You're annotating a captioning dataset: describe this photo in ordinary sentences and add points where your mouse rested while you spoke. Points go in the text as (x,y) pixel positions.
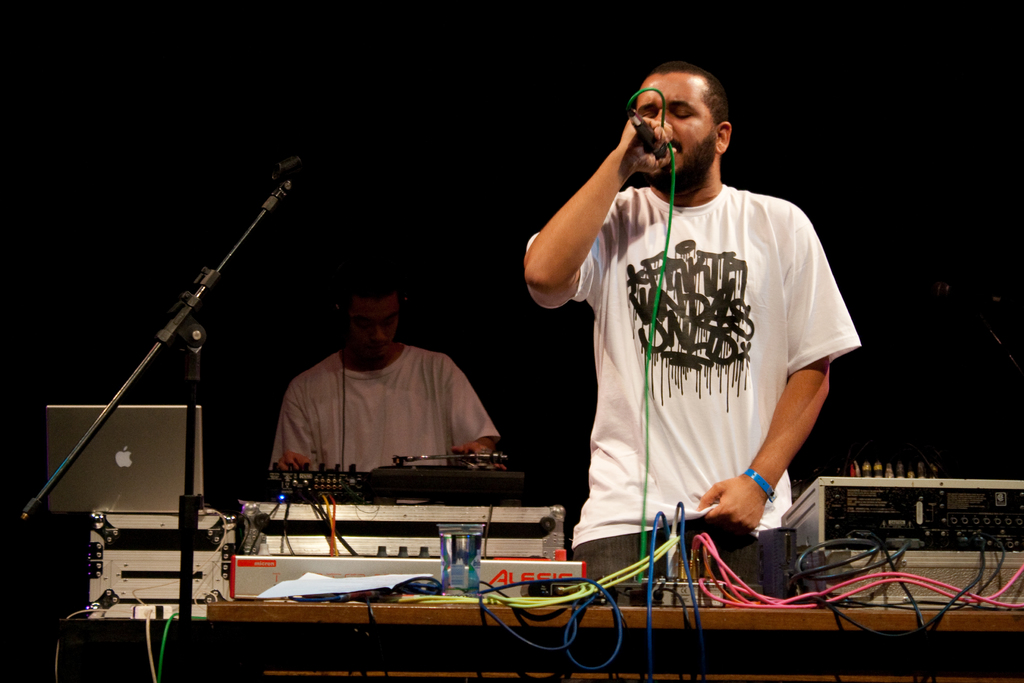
There is a man (661,219) standing and holding microphone (647,131) and we can see cables (1016,580), electrical device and some objects (273,596) on table (279,600). On the background (394,457) there is a person (386,446) and we can see microphone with stand (188,422) and electrical devices (154,580).
